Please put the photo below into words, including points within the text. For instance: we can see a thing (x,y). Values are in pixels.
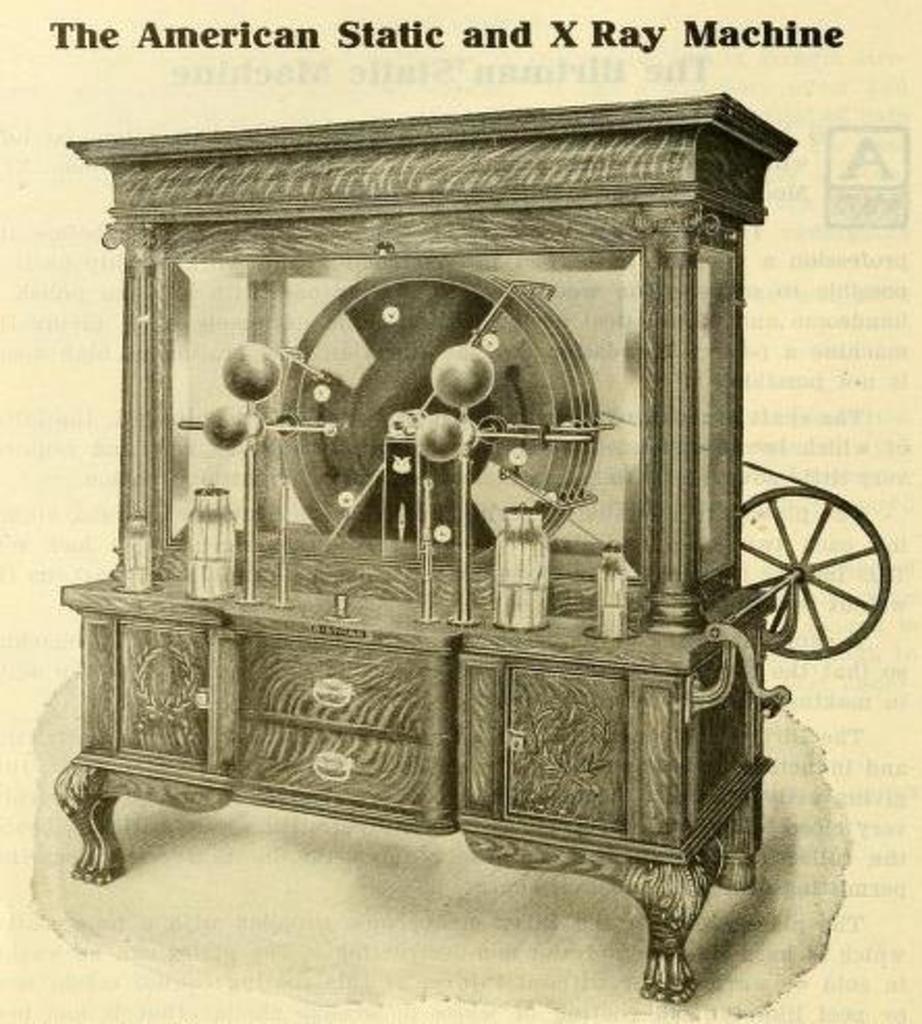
In this picture there is a poster (326,236). In that poster (460,320) I can see the x-ray machine (451,388) which is kept on the table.
